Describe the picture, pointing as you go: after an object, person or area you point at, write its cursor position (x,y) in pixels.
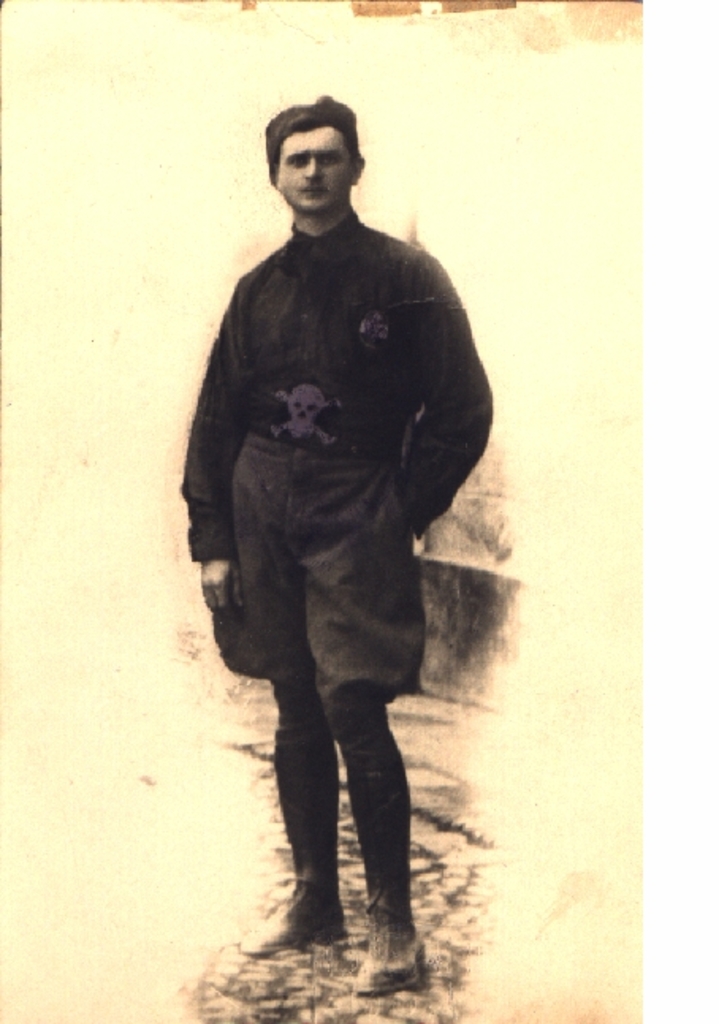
In this image I can see a photo (375,510).
